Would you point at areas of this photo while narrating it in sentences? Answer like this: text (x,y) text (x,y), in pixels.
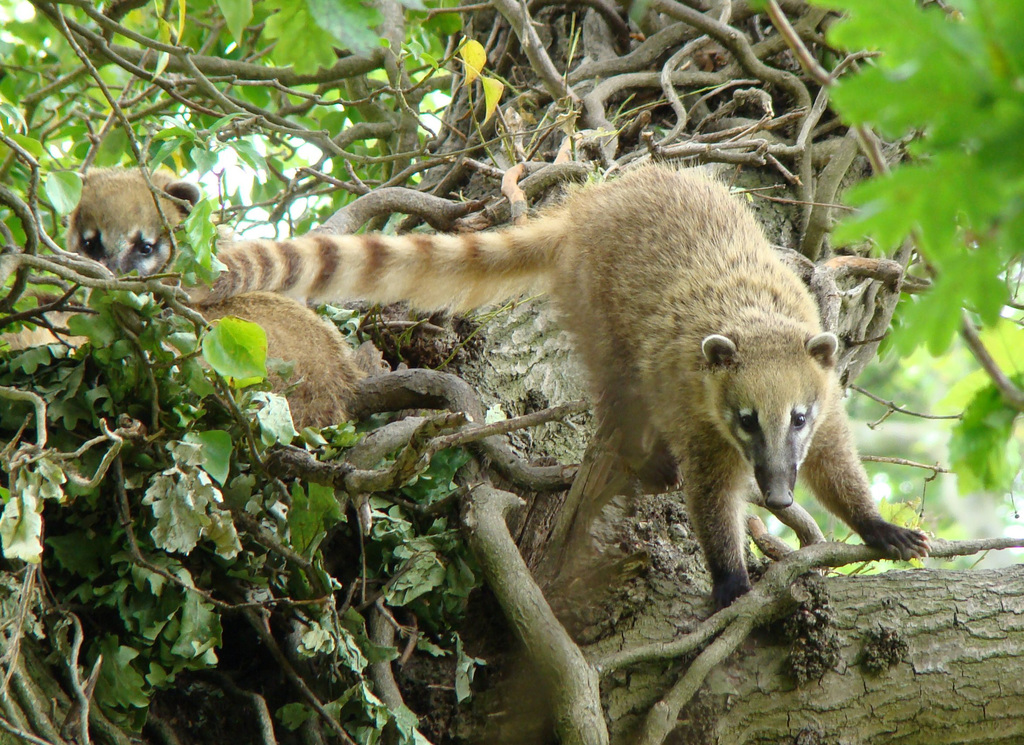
We can see animals (610,251), stems (904,641), leaves (919,26) and branches (309,79).
